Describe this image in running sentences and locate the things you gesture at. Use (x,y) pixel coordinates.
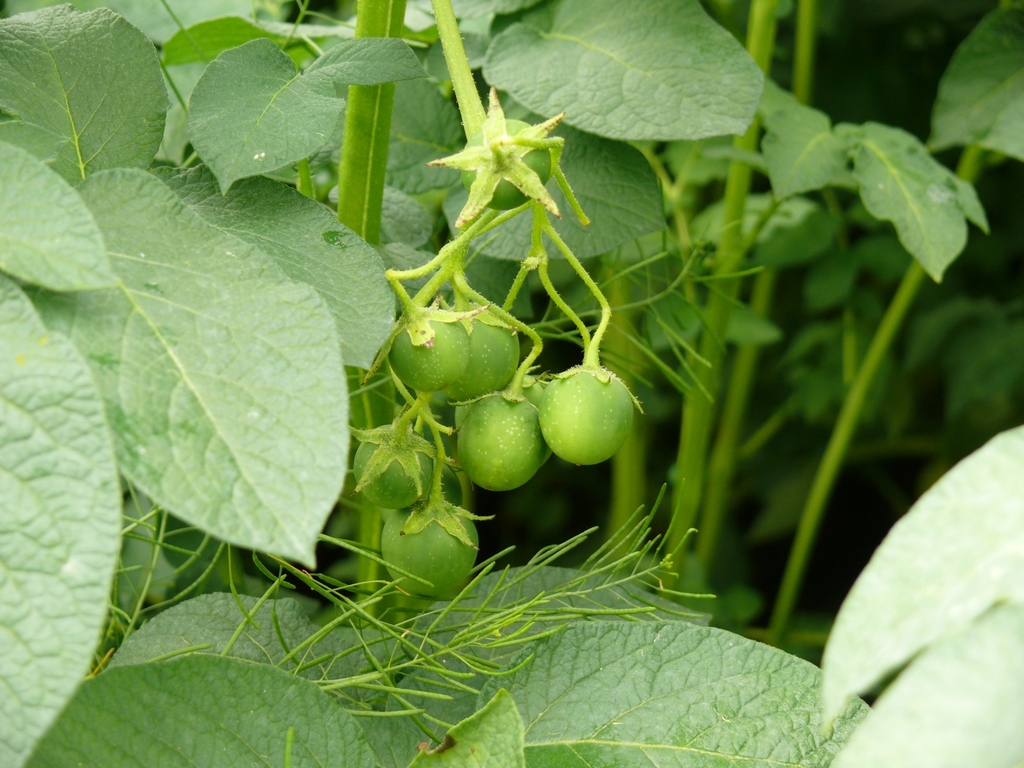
In this image I can see green plants (415,302), in the middle (472,416) it looks like there are unripe fruits (473,428).
